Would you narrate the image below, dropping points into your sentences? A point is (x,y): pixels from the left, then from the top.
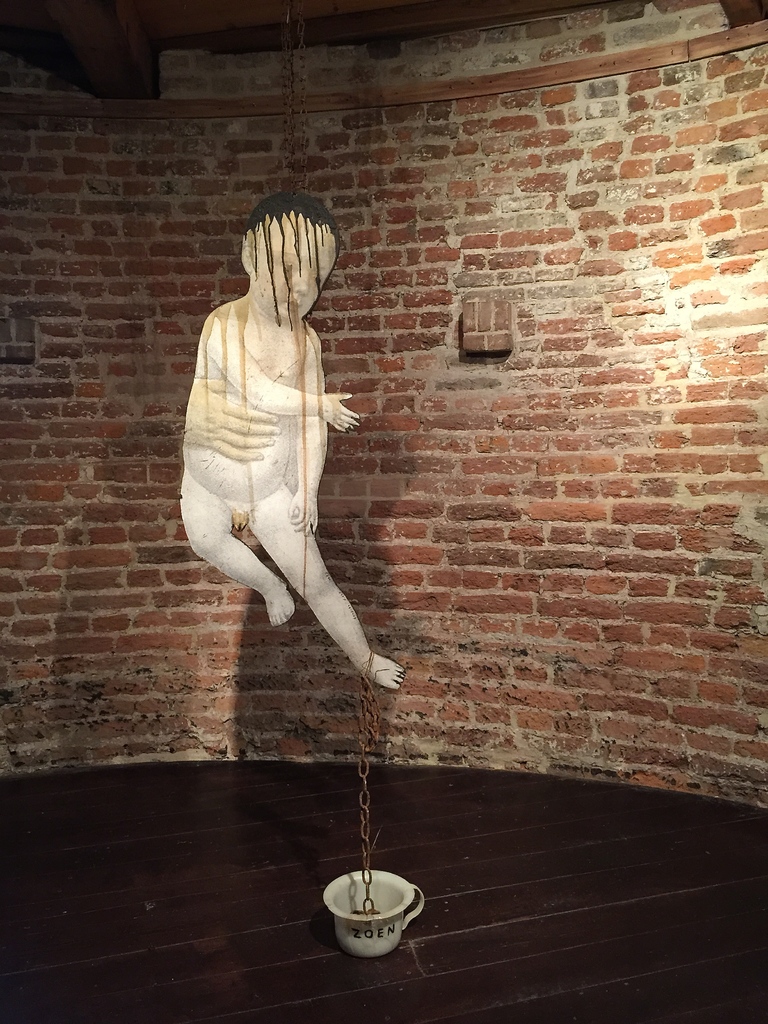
There is a sculpture (280,520) of a person (280,520) whose leg (367,652) is tied with a chain (363,805). There is a white cup (332,886) on the floor (322,871). There is a brick wall (131,542) at the back (439,153).
